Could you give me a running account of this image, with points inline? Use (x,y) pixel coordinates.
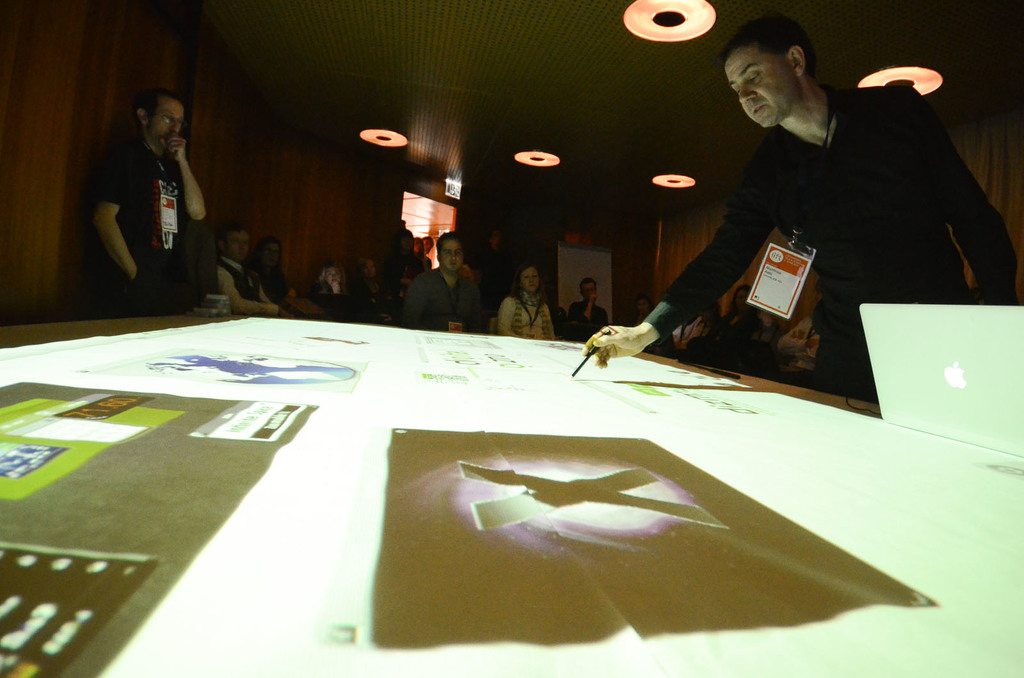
In this picture we can see a man (820,194) presenting something to a group of people (409,315), he is pointing his pen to something, in the background (442,283) we can see group of people (336,282) sitting and looking at the presentation (470,354), on left side (181,203) we can see a man (160,193) wearing identity card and we can see some of the lights (381,143) here, right side of picture (930,392) we can see laptop (972,392).
